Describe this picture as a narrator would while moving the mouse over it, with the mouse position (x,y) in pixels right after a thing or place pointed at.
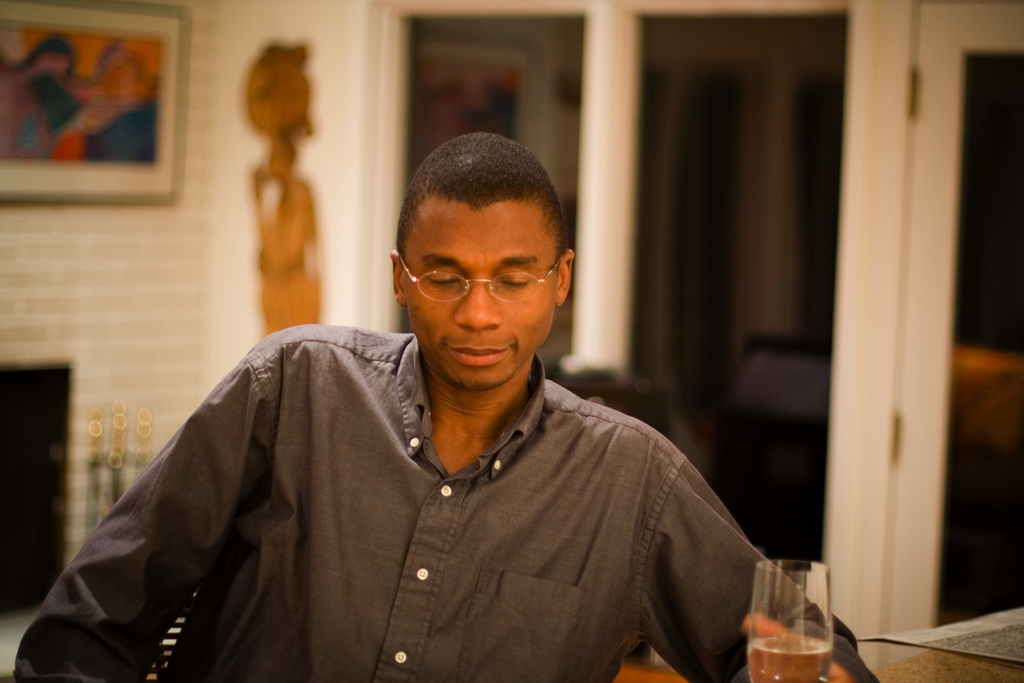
In this image I can see a man (575,574), there is a glass (785,626) in the front (785,626). The background (102,91) is blurred.
